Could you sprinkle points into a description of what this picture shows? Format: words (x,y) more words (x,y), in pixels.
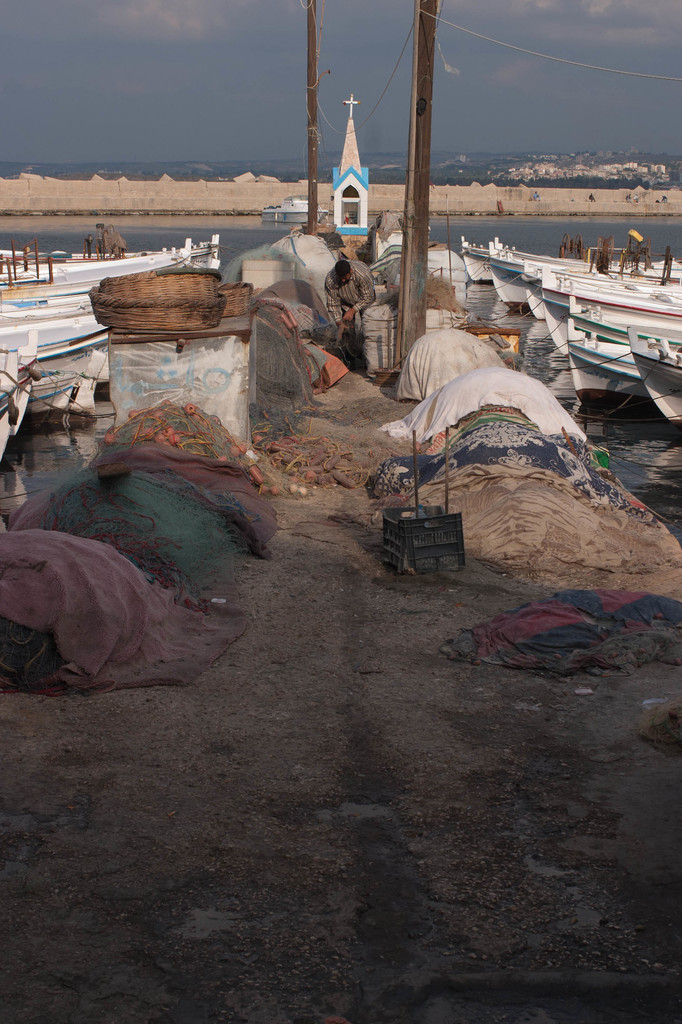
In front of the image there are plastic boxes (409,530), blankets (161,607), covers (231,500), wooden baskets (134,325), bags (389,337) and some other objects (393,381) and there is a person (342,280) standing, around him there are two poles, beside the person (353,280) on the water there are boats (588,318), behind the boats (208,259) there is a tower (345,231) with cross symbol (350,106) on it, behind that there is a platform (157,186), in the background of the image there are trees (488,180) and mountains (286,163), at the top of the image (279,15) there are clouds (99,7) in the sky (385,129) and there is a cable (511,45).
